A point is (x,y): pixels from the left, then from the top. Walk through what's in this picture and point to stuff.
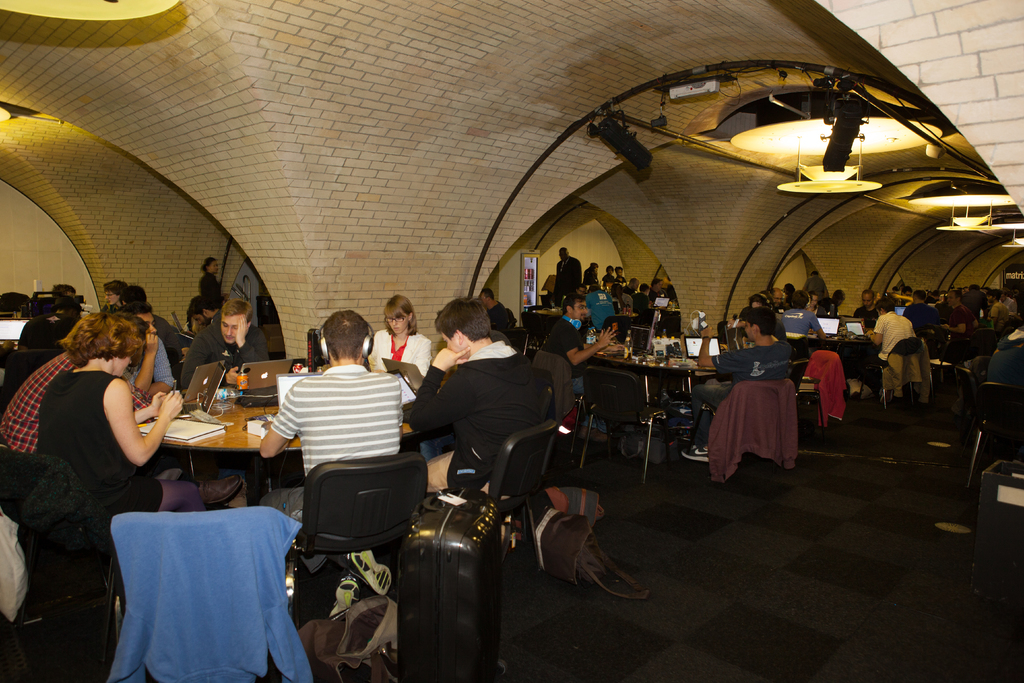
This image consists of tables (660,356) and chairs (408,485). There are lights (807,126) on the right side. People (354,429) are sitting on chairs (128,633). There are bags (468,550). On the tables (229,447) there are books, papers (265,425), laptops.
